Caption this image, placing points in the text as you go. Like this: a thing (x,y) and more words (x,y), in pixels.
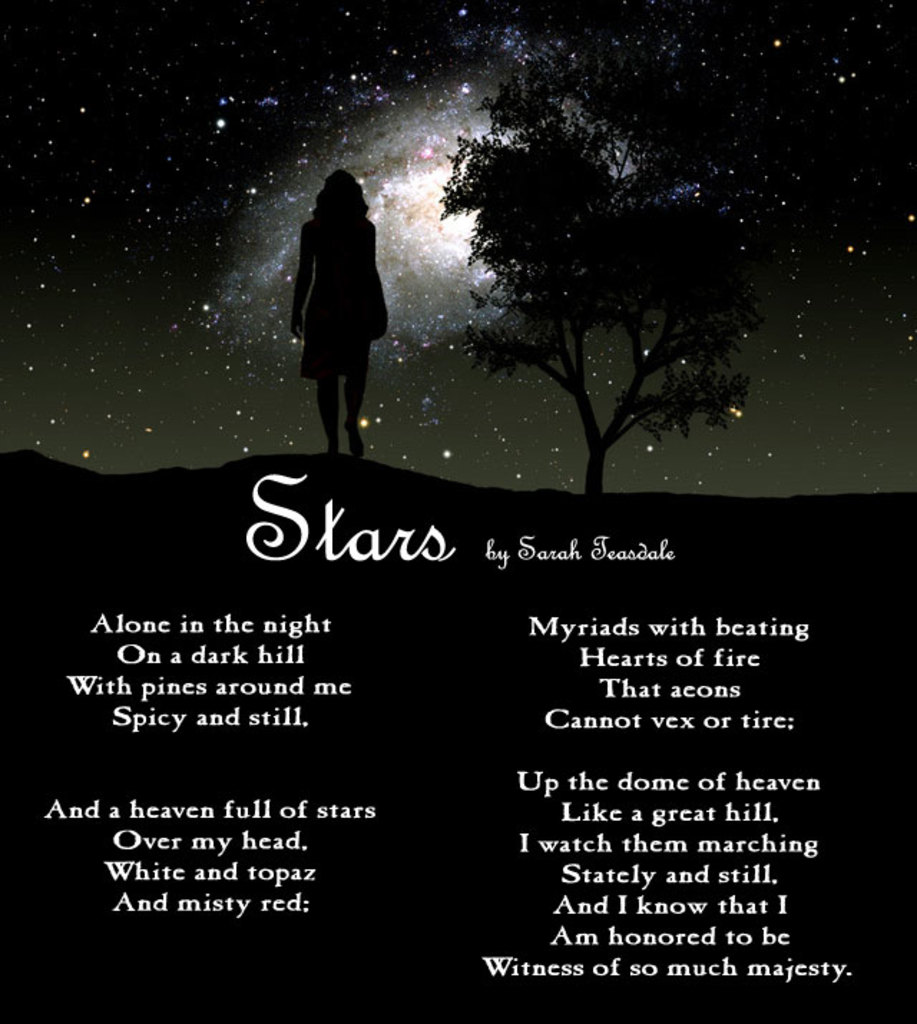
There is a poem (298,642) written on the image. In the back (282,362) there is a woman (356,301), tree (581,327) and sky (249,173) with stars (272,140) and galaxy (392,188).
